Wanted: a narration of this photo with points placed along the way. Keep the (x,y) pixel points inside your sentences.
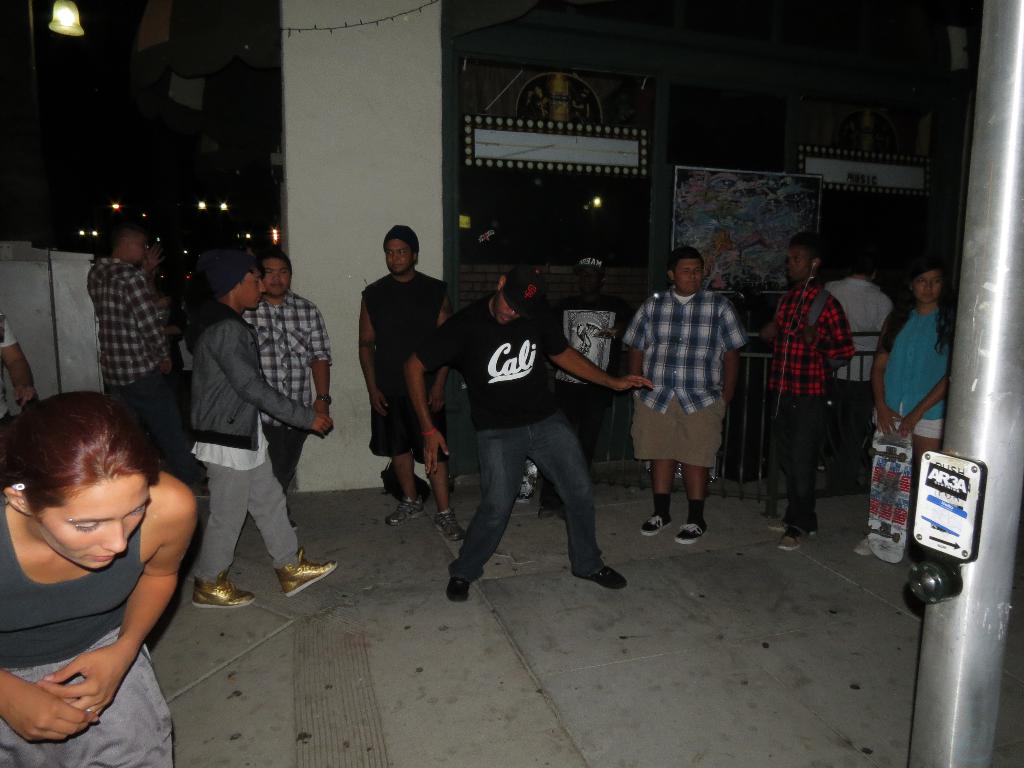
This picture shows few people (318,343) standing and we see a man (209,469) walking and other man (493,340) dancing and we see a woman (907,362) holding a skateboard (896,445) in her hand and we see a pole (1007,395) and a frame (706,168) on the wall (666,192).
